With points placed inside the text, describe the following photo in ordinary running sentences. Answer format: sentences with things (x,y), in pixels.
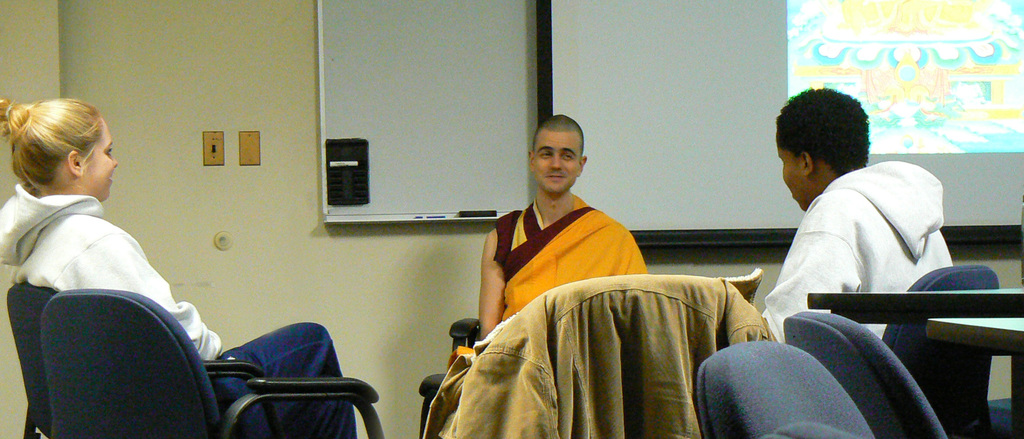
There are three people (539,233) sitting. To the left corner (94,266) a lady (66,253) with white jacket (81,260) is sitting on a chair (23,320). A man (570,243) in middle (528,288) is sitting on a chair (476,327). And to the right corner (845,264) there is another person (900,271) sitting on the chair (930,272). Behind them there is a screen (717,58). And to the right corner (986,326) we can see some tables (982,314).
